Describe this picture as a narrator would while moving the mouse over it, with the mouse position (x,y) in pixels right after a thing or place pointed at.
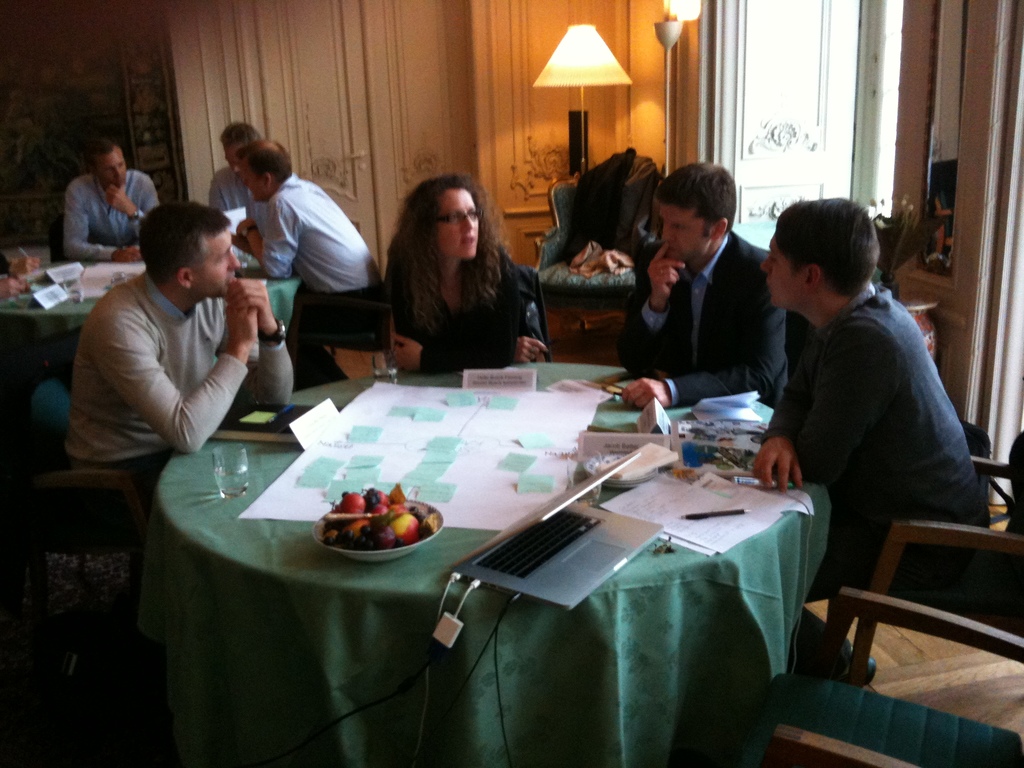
In this image i can see few persons (842,270) sitting and talking there are few fruits (416,522), chart (449,507) and a laptop (529,549) on a table (387,562), at the back ground (567,60) i can see few other persons (292,173) sitting, a lamp (555,53), a wooden door (304,162) and a window (730,64).
